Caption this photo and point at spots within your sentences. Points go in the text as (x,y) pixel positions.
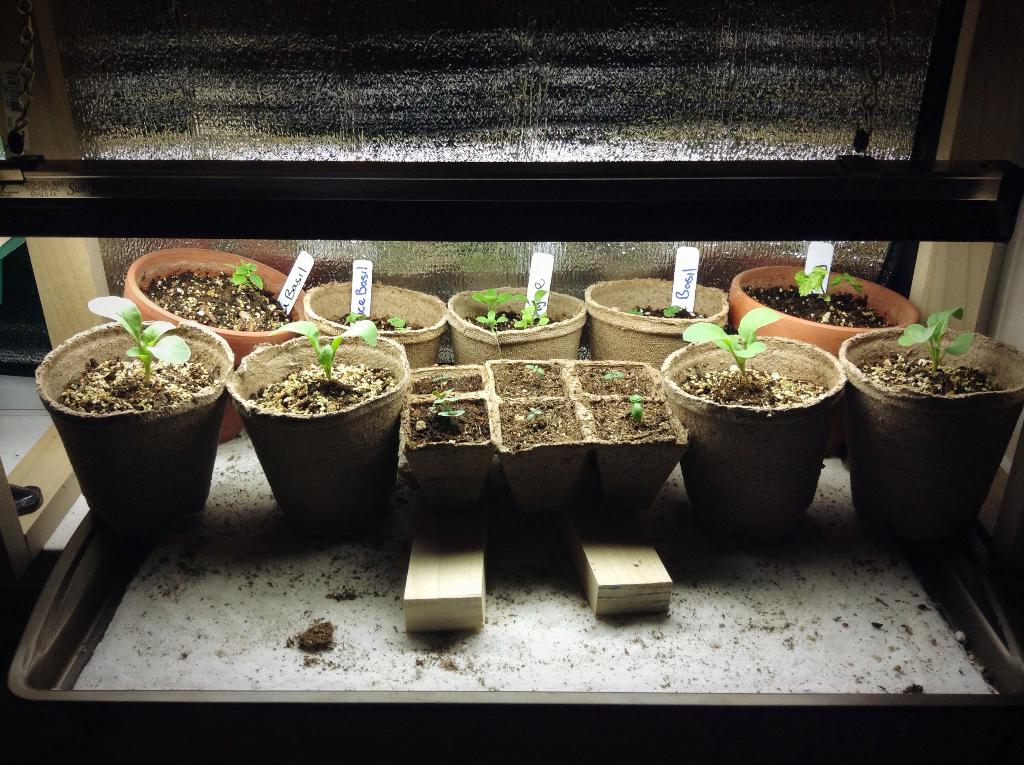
Here in this picture we can see number of plant pots (162,468) present on the tray (953,546) over there and in the middle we can also see wooden blocks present and in each and every pot (232,313) we can see a plant (672,316) present over there.
